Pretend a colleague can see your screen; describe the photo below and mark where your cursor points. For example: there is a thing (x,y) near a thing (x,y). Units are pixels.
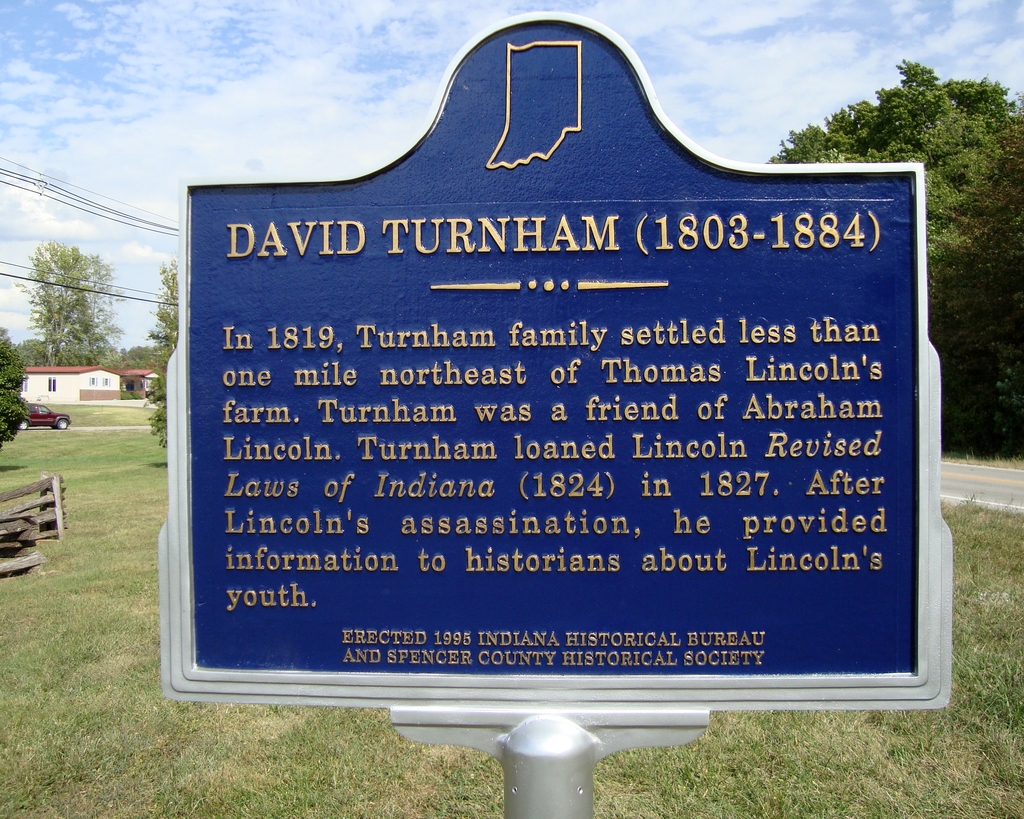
In this image we can see a board (570,394). There is some text (674,447) written on the board (612,435). There is a grassy land (124,629) in the image. There are few houses (67,390) and many trees (159,381) in the image. There is a wooden object (35,532) on the left side of the image (35,516). There is a blue and cloudy sky (252,81) in the image.
